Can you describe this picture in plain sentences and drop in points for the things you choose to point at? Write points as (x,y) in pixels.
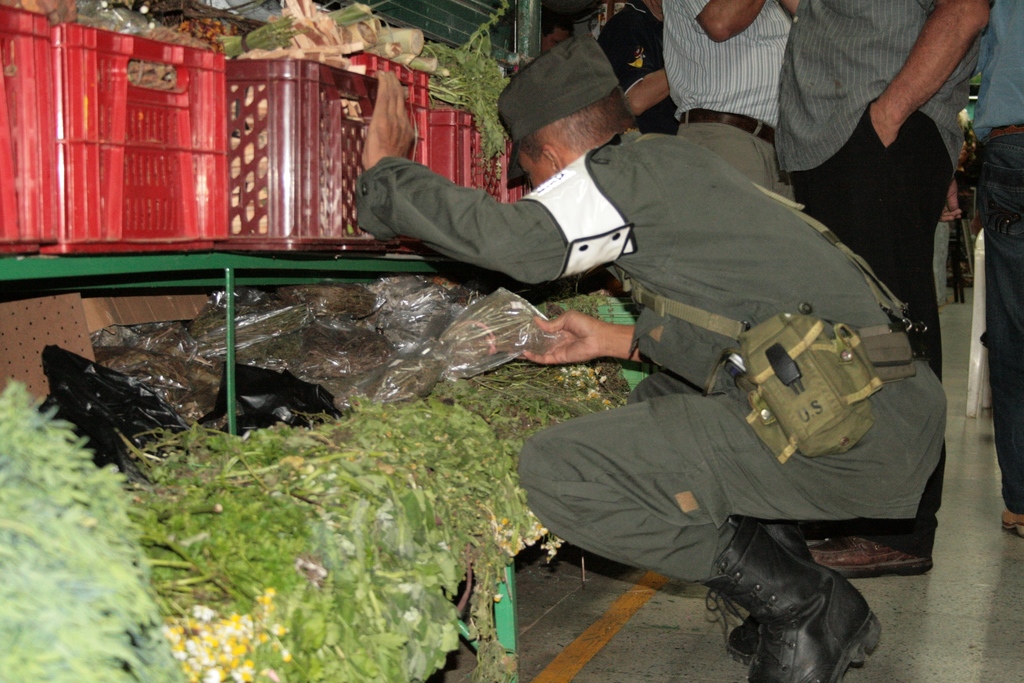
In this picture there is a man (672,250) who is wearing the police officer's dress (736,253). He is holding a plastic covers (465,357). In front of him I can see some vegetables (221,514) which are placed on this rack (516,564). On the top of the rack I can see red boxes (294,167). In that boxes (415,97) I can see different vegetables (391,42). On the right (807,161) I can see some people (769,88) were standing near to the table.
